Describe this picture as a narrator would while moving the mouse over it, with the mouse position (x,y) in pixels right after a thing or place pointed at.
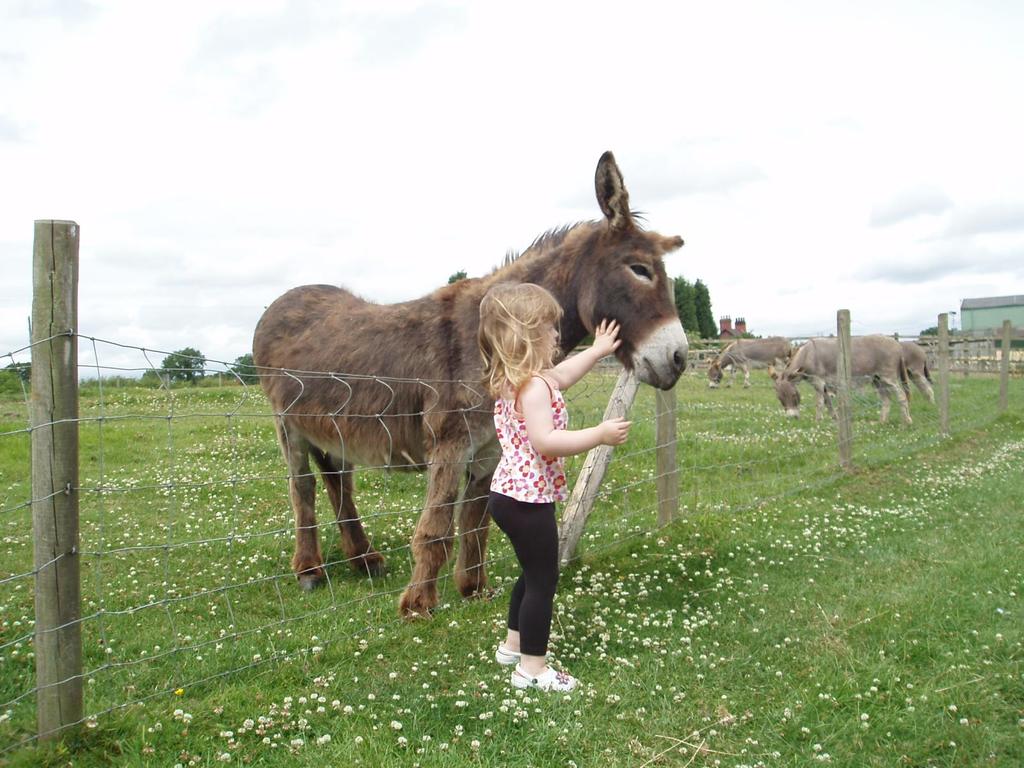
In the image in the center (497,498) one kid (497,498). And we can see donkeys (630,305), grass (188,521), poles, fences (343,469), flowers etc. In the background (482,97) we can see the sky (395,159), clouds (115,267), trees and buildings (985,329).
